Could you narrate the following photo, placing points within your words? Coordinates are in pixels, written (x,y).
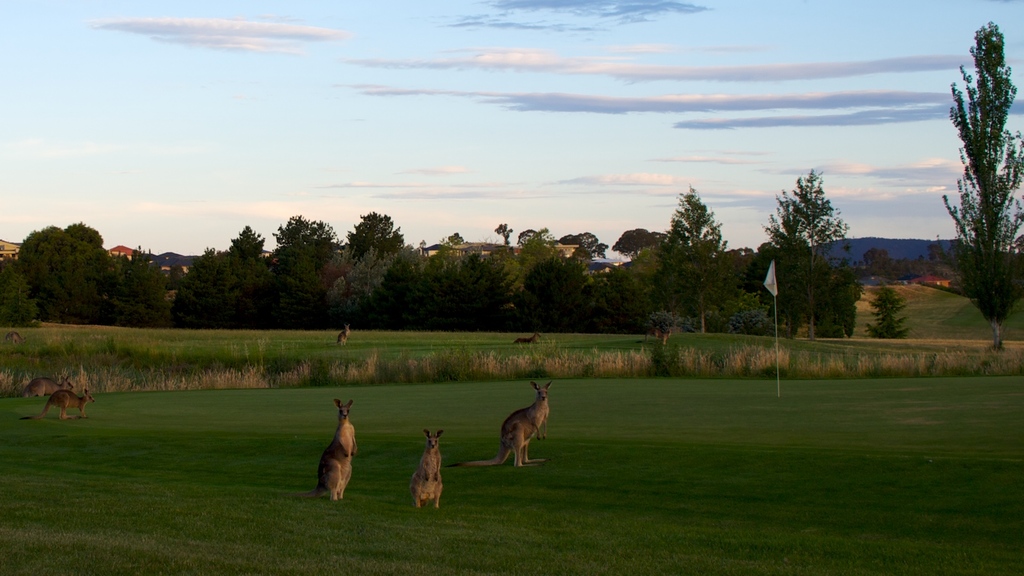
This picture is clicked outside. In the foreground (38,391) we can see the green grass (769,436) and a flag (771,277) and we can see the plants (628,358) and group of kangaroos (38,391). In the background (208,69) we can see the sky (645,106) with the clouds (949,59) and we can see the trees (471,291) and some houses (119,248) and some other objects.
